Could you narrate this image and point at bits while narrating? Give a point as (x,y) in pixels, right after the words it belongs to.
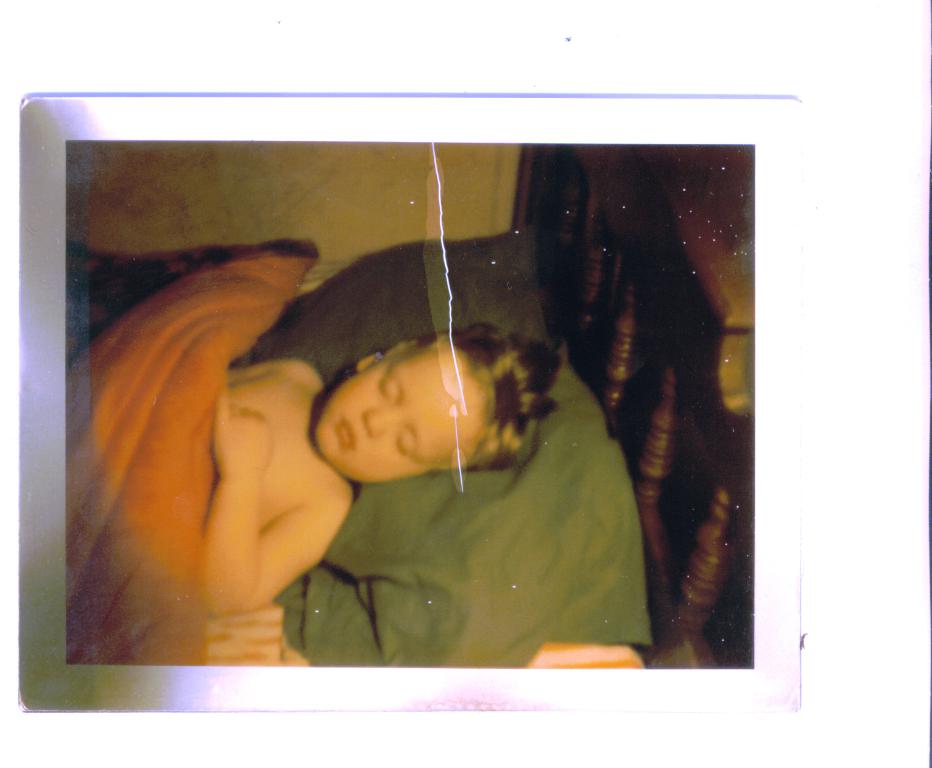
This picture looks like a photo frame (36,361) and I can see a boy (276,446) lying on the bed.
